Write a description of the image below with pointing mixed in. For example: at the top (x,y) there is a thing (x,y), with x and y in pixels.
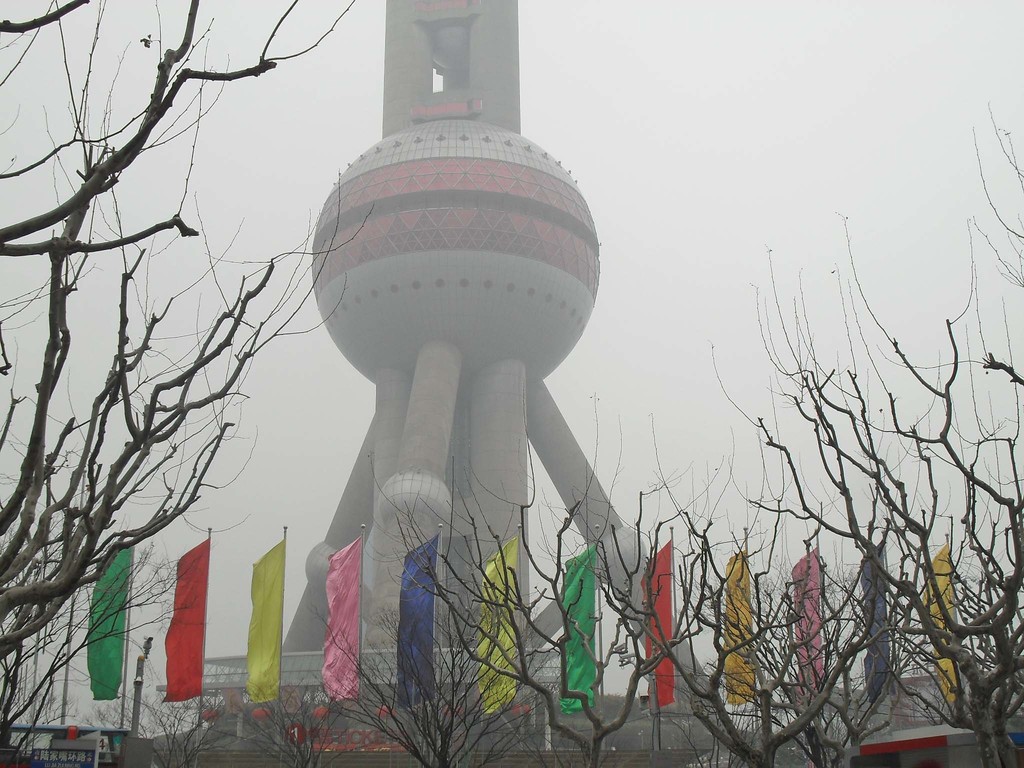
In this image we can see a tower (462,459). We can also see the flags (273,655) to the poles (599,682), a group of trees (538,683), buildings (317,724), some poles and the sky (691,271) which looks cloudy.
